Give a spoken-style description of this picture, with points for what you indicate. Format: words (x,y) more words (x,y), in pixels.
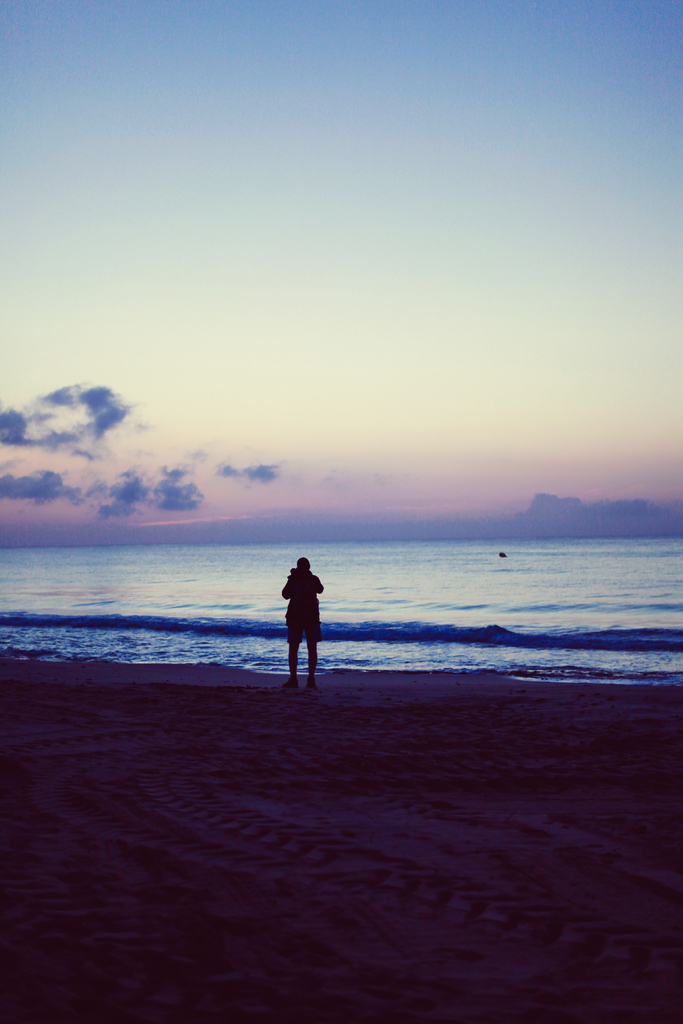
In this image we can see a person (300,636) standing on the ground (317,707). In the background (304,664), we can see the water (627,540) and the sky (325,457).
